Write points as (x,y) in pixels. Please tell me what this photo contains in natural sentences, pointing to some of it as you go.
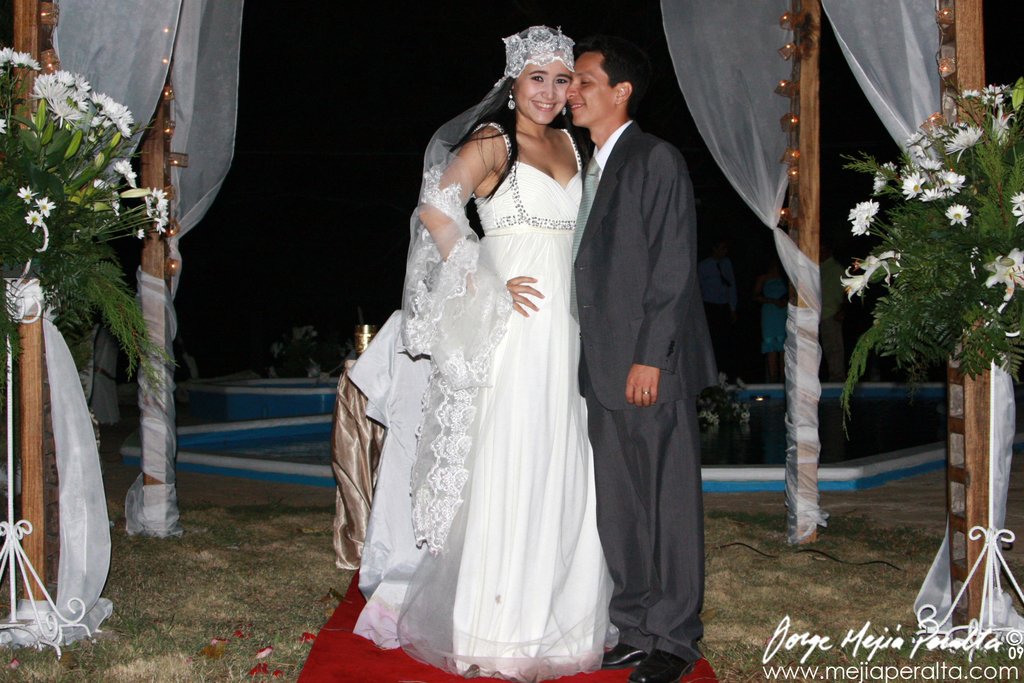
In this image we can see man (591,237) and a woman (545,291) on a red carpet (347,599). On the sides there are flower bouquets (54,222) on the stands (9,450). In the back (728,102) there are curtains (717,111), wooden poles (149,143) and lights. In the background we can see few people (777,278). And there is a pond (882,437). Also it is dark in the background (392,202). In the right bottom corner (889,639) there is a watermark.
